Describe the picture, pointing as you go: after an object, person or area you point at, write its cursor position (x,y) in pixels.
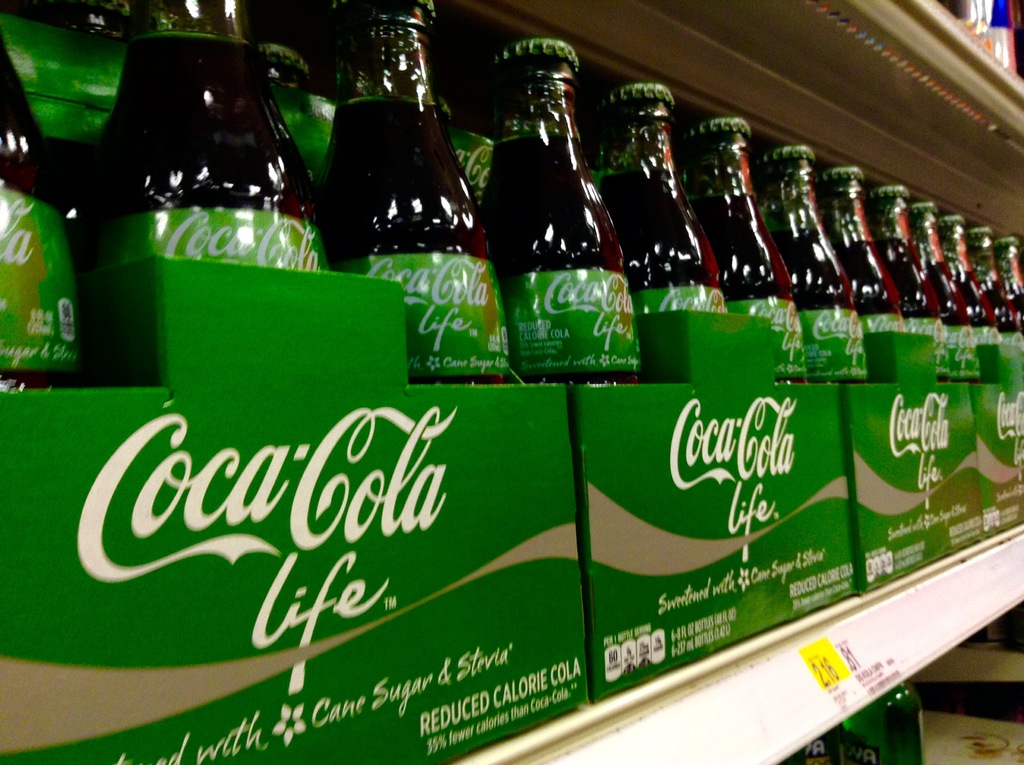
In this image I can see many cola bottles (536,287) inside the rack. There is a green color sticker (435,280) is attached to the bottles (632,193). On the sticker (434,306) there is a brand name coca cola (418,281) is written. These bottles (524,327) are inside the green color box (561,571).
